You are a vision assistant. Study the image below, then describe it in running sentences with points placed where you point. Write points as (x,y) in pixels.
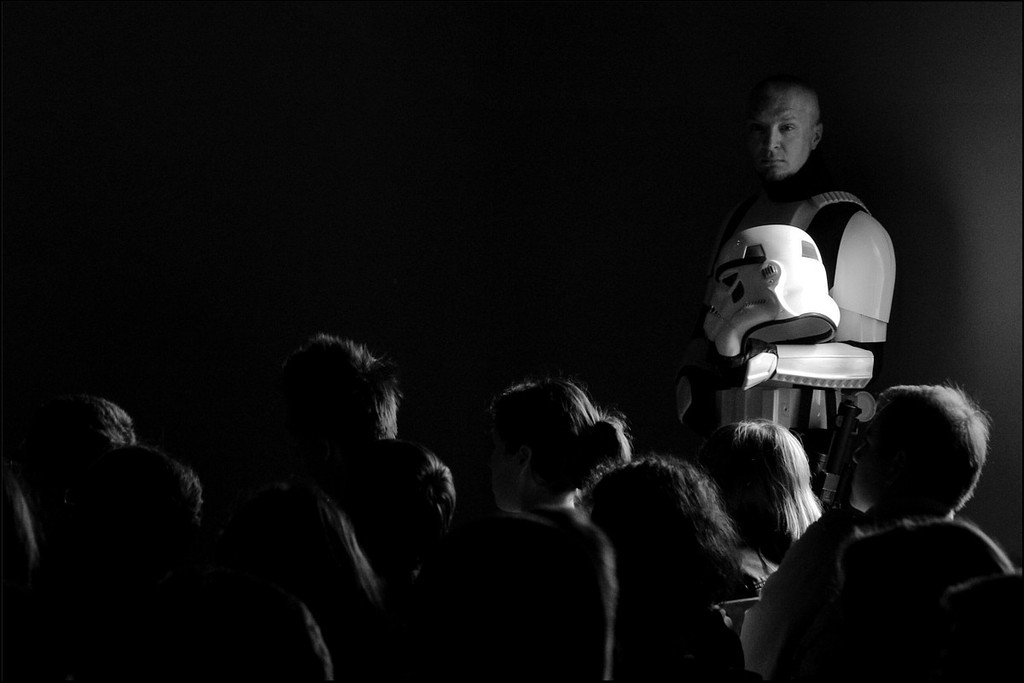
This is a black and white image. At the bottom (575,573) we can see few persons (642,656) and on the right side (804,229) a person (777,158) is standing and holding a helmet (792,340) in the hand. In the background (239,195) the image is dark.
